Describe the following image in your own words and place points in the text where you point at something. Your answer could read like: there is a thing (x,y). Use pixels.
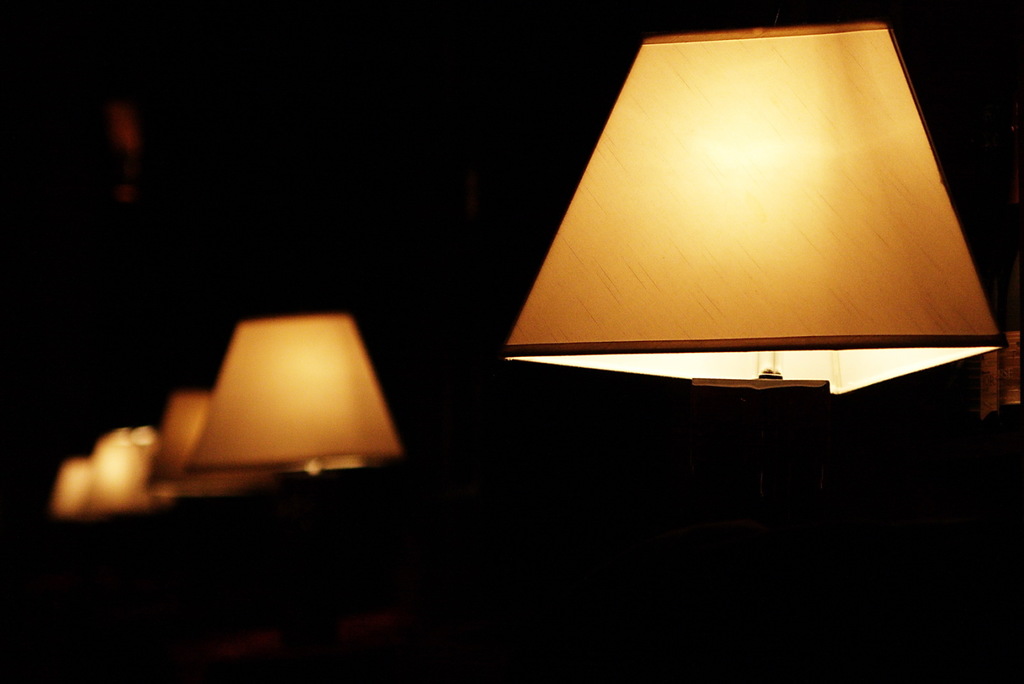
In this image we can see some lamps (670,350).
